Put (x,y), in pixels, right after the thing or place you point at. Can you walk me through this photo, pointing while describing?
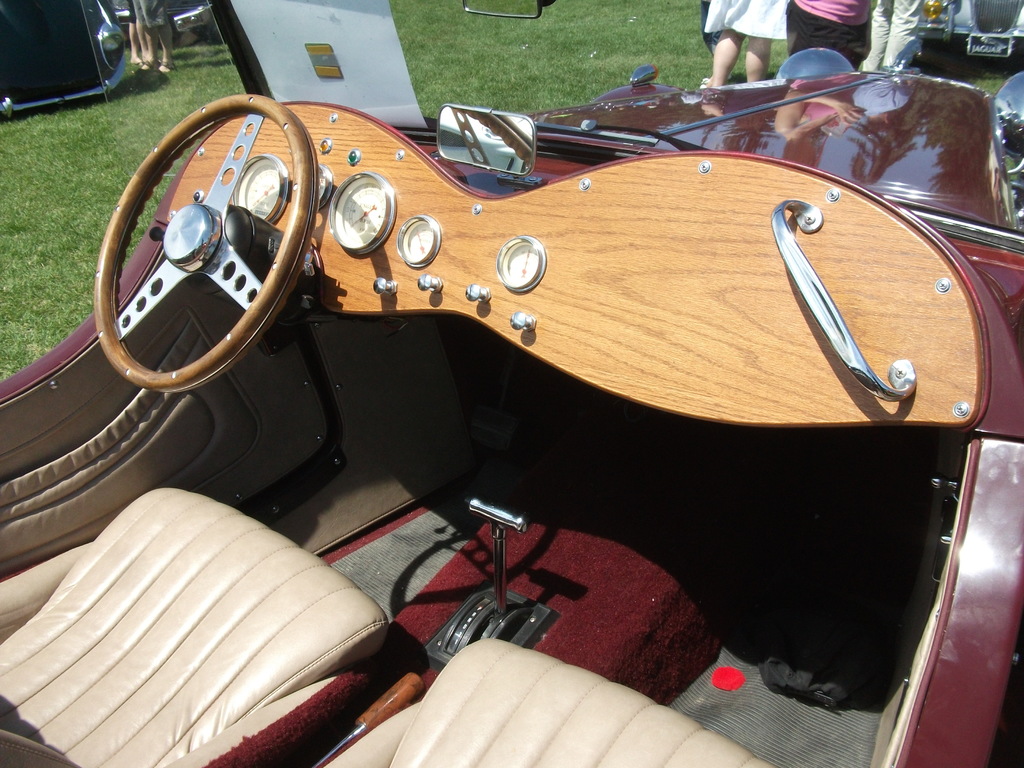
This image consists of a car (221,411). At the bottom (88,595), there are seats (396,747). In the background (89,120), we can see green grass (673,79) on the ground (469,83). On the right (804,36), there are few persons (731,17). The dashboard (597,374) is made up of wood (872,364).
